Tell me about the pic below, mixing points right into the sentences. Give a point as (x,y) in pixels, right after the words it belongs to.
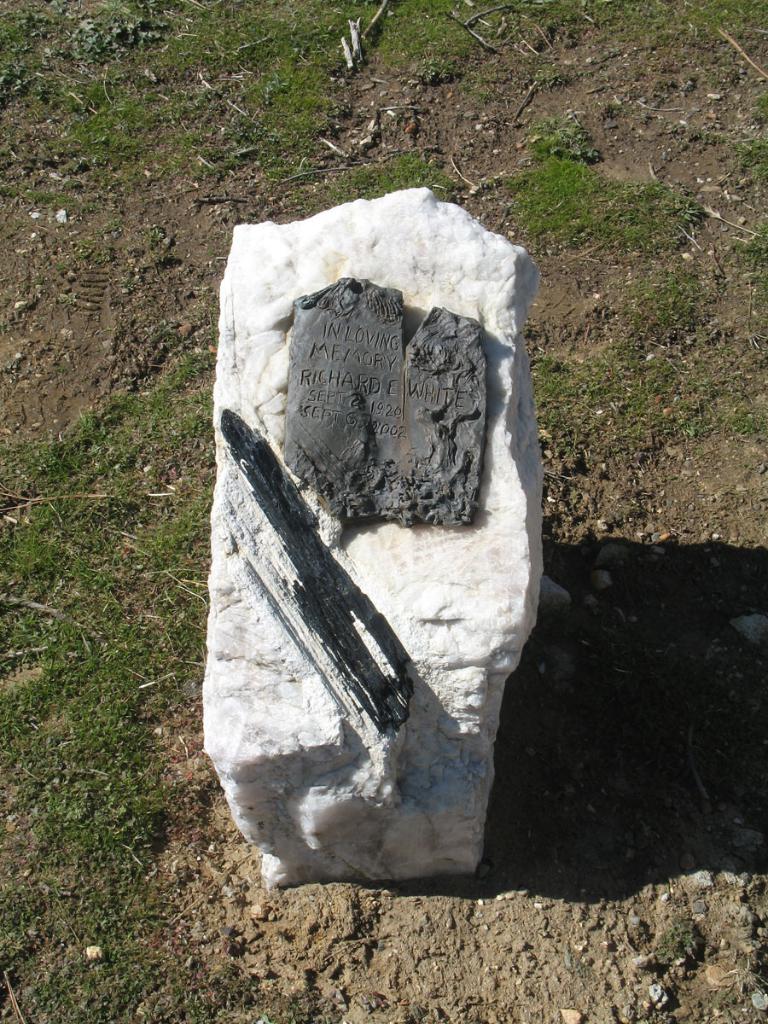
In this image we can see a stone (352,528) on the ground (353,146), on the stone (422,570) there is a some text (361,389) and in the image we can see some grass (371,171).
